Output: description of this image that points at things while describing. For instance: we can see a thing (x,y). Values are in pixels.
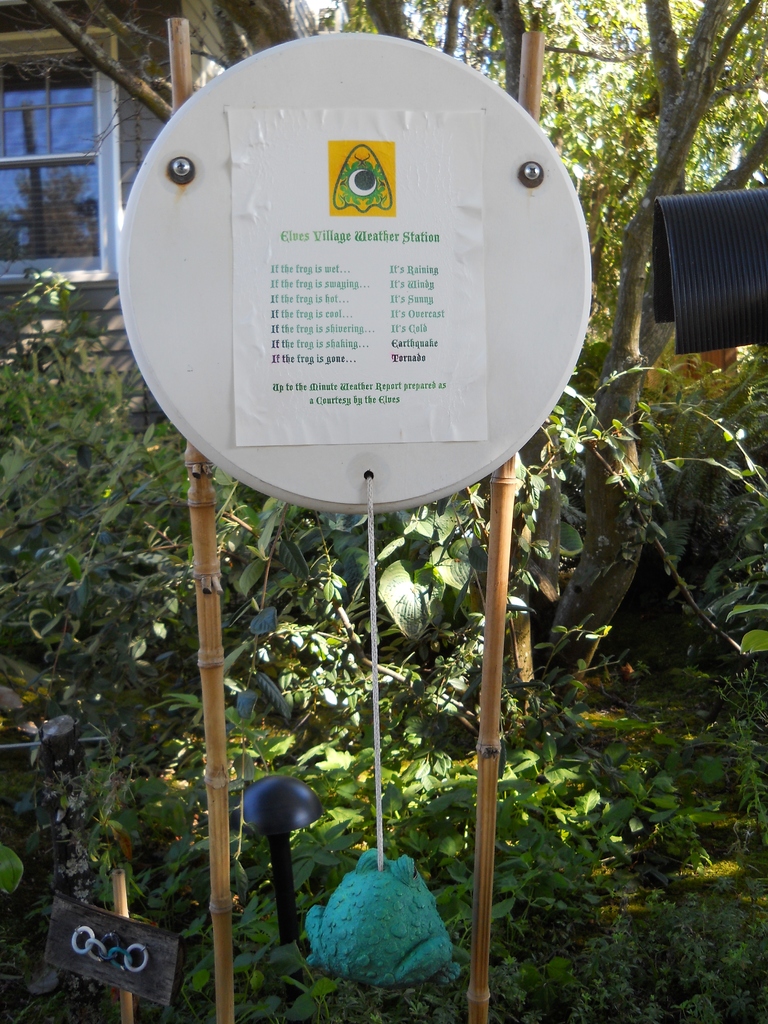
In this picture we can see a poster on a board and plants (328,709), some objects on the ground (319,718) and in the background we can see a wall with a window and trees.
